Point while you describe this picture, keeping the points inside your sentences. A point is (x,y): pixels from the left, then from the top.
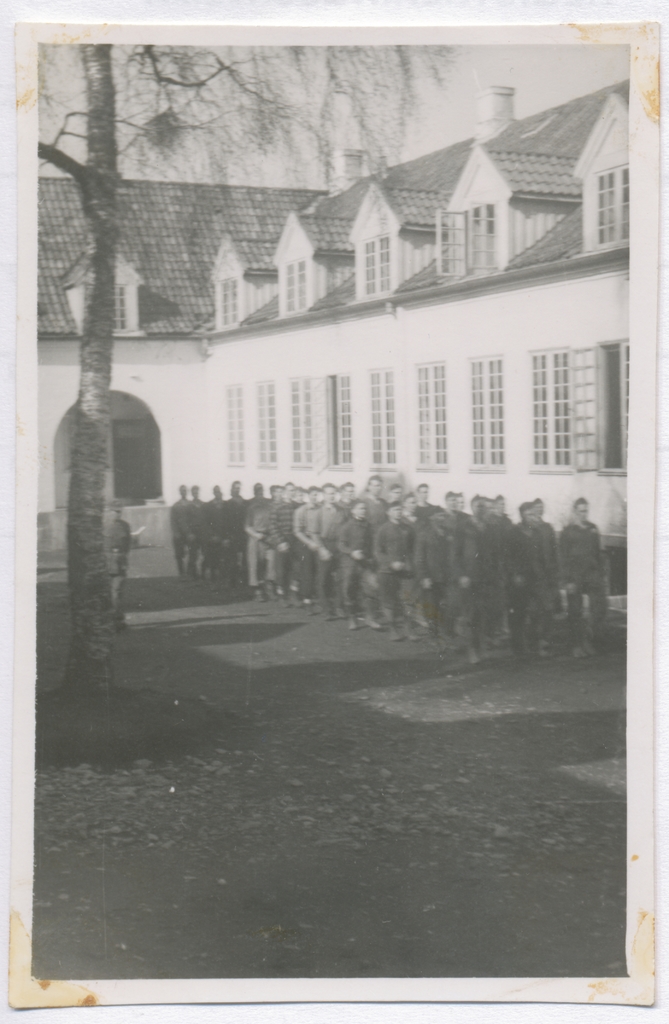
In this image there is a photograph (630,951). In the photograph (285,621) there are many people (406,556) walking on the ground (276,667). Behind them there is a building (257,284). To the left (93,396) there is a tree (92,285). At the top of the photograph (357,135) there is the sky (524,85).
